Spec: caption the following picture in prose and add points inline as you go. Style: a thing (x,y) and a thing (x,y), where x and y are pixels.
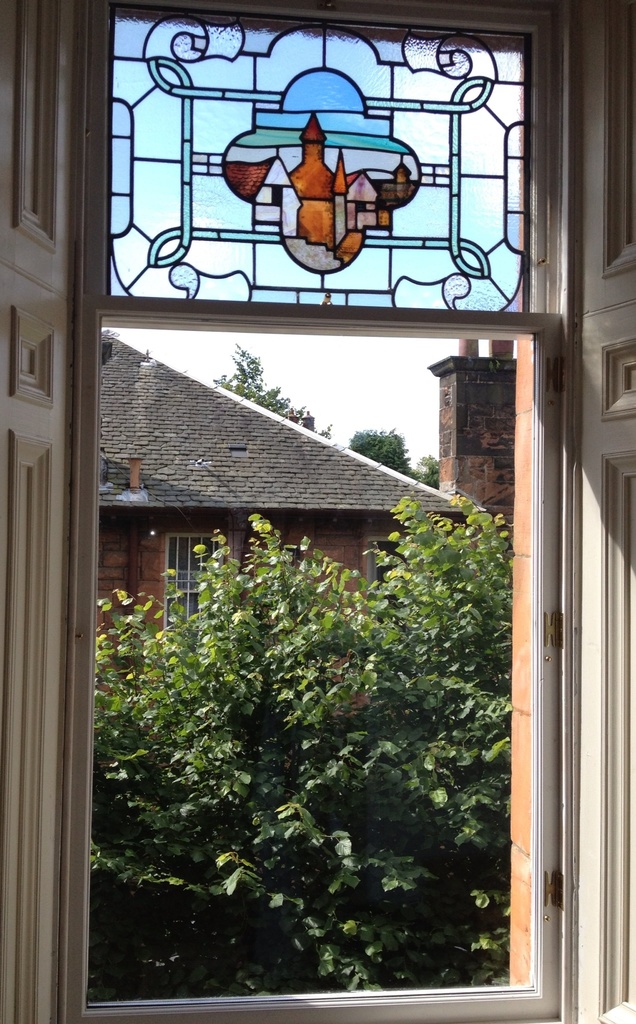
In this image we can see a window (291,110) with doors (13,732) and there is a stained glass (220,194) with an art (394,145) and we can see some trees (374,770) and a house (235,478) and we can see the sky (350,410).
